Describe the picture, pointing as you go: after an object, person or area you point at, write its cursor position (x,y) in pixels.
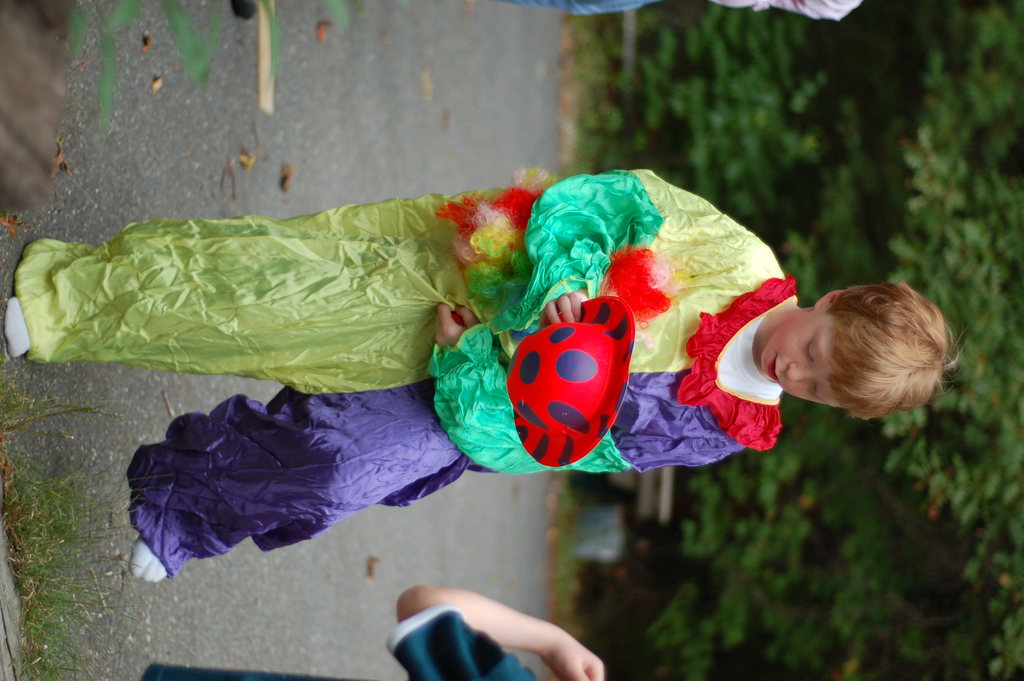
In this image I can see in the middle (552,337) a boy (644,371) is in costume (167,293). On the right side (934,194) there are trees (868,473), at the bottom (425,630) there is the hand (466,621) of a human (466,621).
